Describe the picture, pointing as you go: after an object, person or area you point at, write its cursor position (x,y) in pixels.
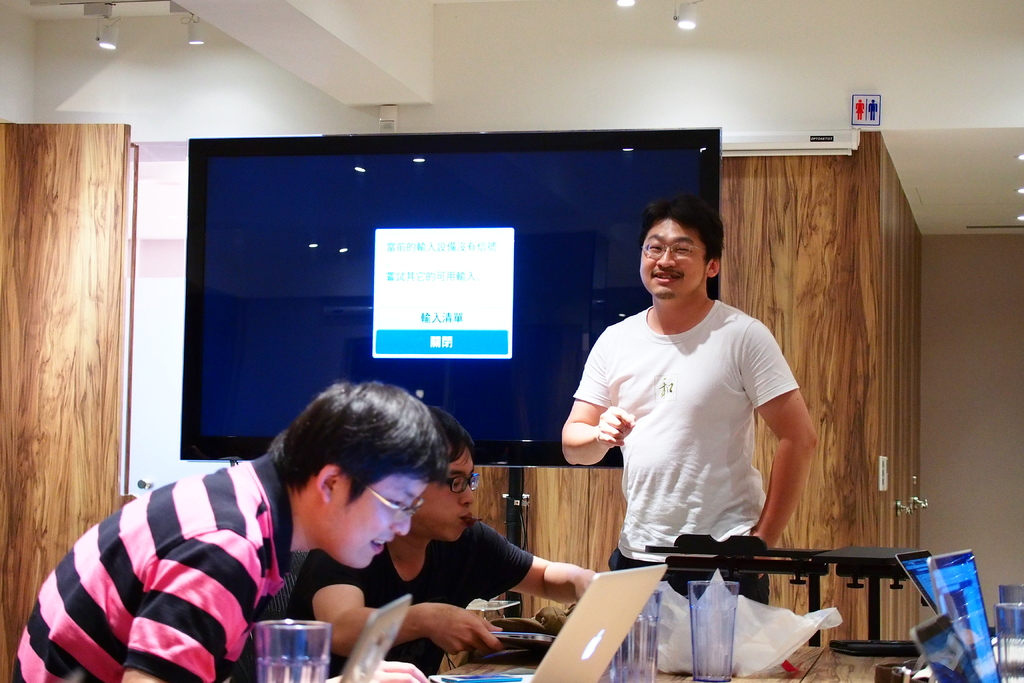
In this image there are two people (351,571) sitting. In front of them there is a table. On top of it there are glasses (651,657), laptops (532,678) and a few other objects (944,666). Behind the table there is a person (723,499) standing. In the background of the image (544,384) there is a TV (370,221). There are wooden cupboards (881,291). There is a wall (979,336). At the top of the image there are lights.
